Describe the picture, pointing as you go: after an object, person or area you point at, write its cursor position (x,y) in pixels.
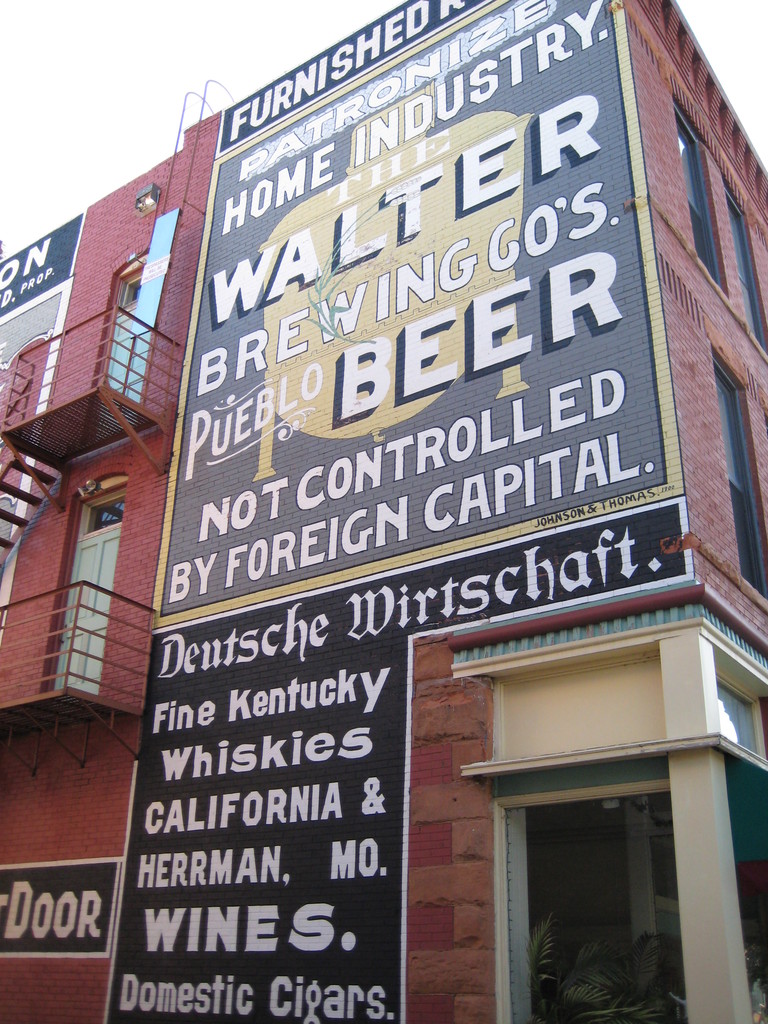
In this image there is a building (91,460), railings (55,624), plant (589,987), pillar (719,928), boards (321,593), sky (52,80) and objects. Something is written on the building (275,705) and boards (158,252).
